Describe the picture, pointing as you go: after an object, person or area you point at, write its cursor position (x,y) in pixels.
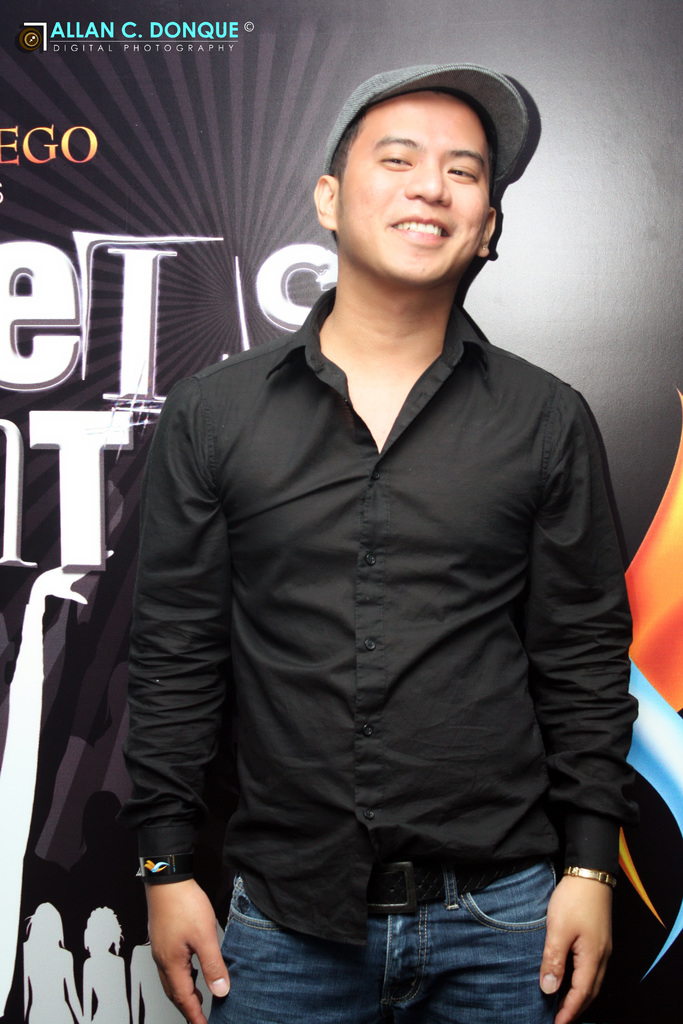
This image consists of a person (398,583) who is wearing black shirt (316,767) and blue jeans (420,954). He is wearing watch (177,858) and Cap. Behind him there is a banner (51,242). This man (453,237) is smiling.
